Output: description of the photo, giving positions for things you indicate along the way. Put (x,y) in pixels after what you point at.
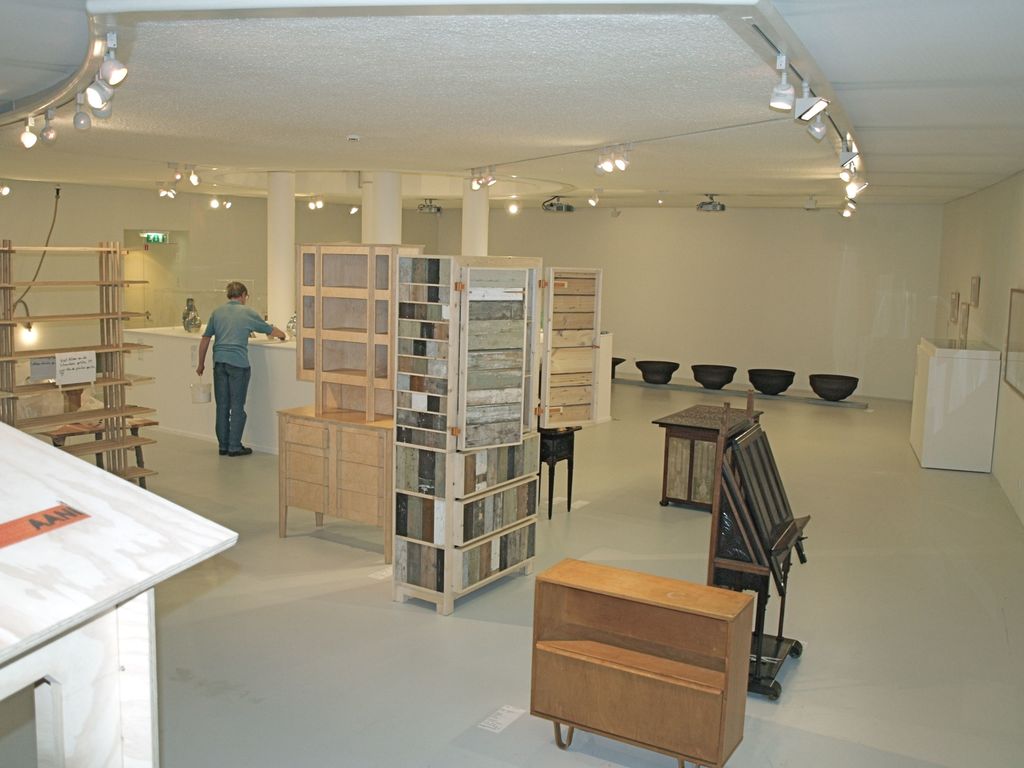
In the image there is a man (225,321) standing in front of a table (290,342). On table (287,344) we can see some glass items (191,324) and right side of the image (1006,432) there is a wall (1006,432), mirror (1012,361) and middle there is a shelf (348,398), on top (522,62) there is a roof (471,57).
